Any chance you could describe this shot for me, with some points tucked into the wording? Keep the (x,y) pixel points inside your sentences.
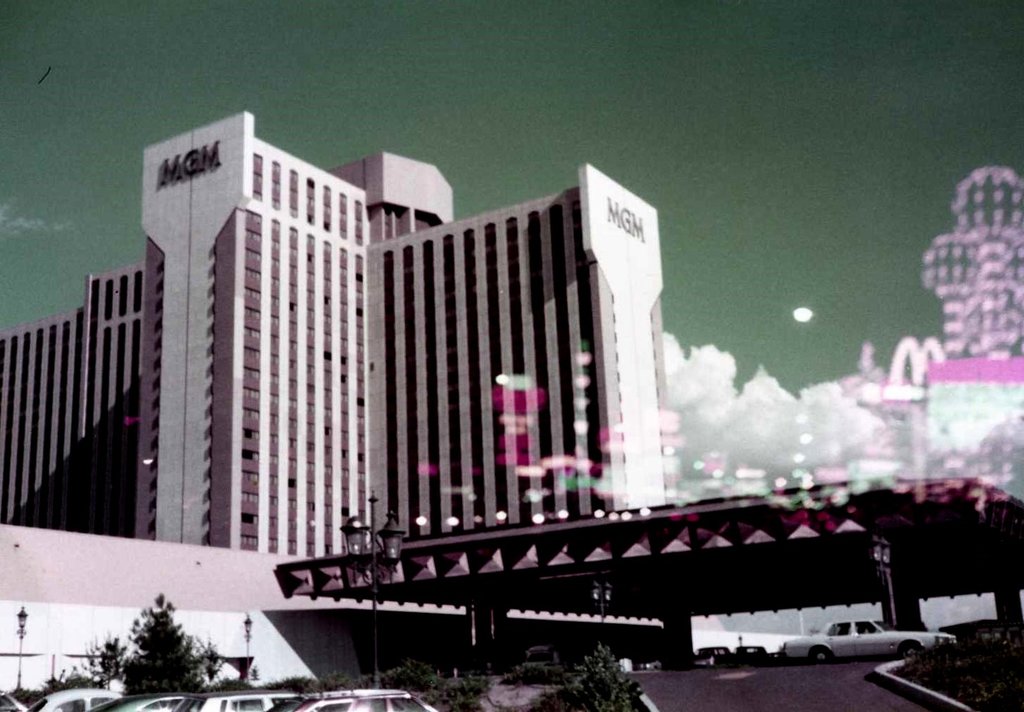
In this picture I can see few vehicles (237,707) and trees (529,679) at the bottom (132,693), in the middle (572,362) there is a building (574,461). On the right side (993,251) there are lights (931,382), at the top (680,174) there is the sky (622,153), it is an edited image.
